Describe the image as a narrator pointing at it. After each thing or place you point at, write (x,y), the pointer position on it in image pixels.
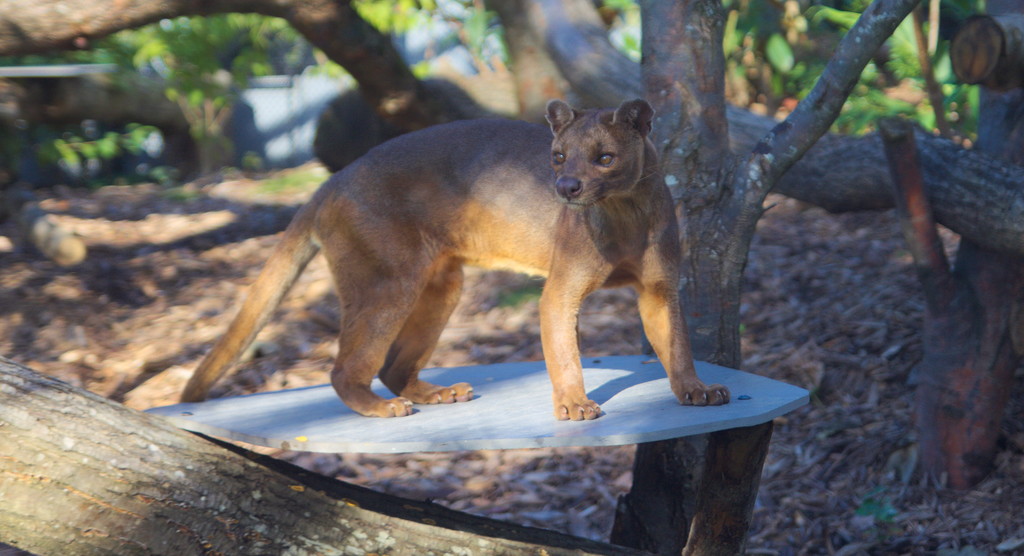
In this picture there is a fossa (291,259) in the center of the image (577,250) and there are trees (774,156) around the area of the image.
